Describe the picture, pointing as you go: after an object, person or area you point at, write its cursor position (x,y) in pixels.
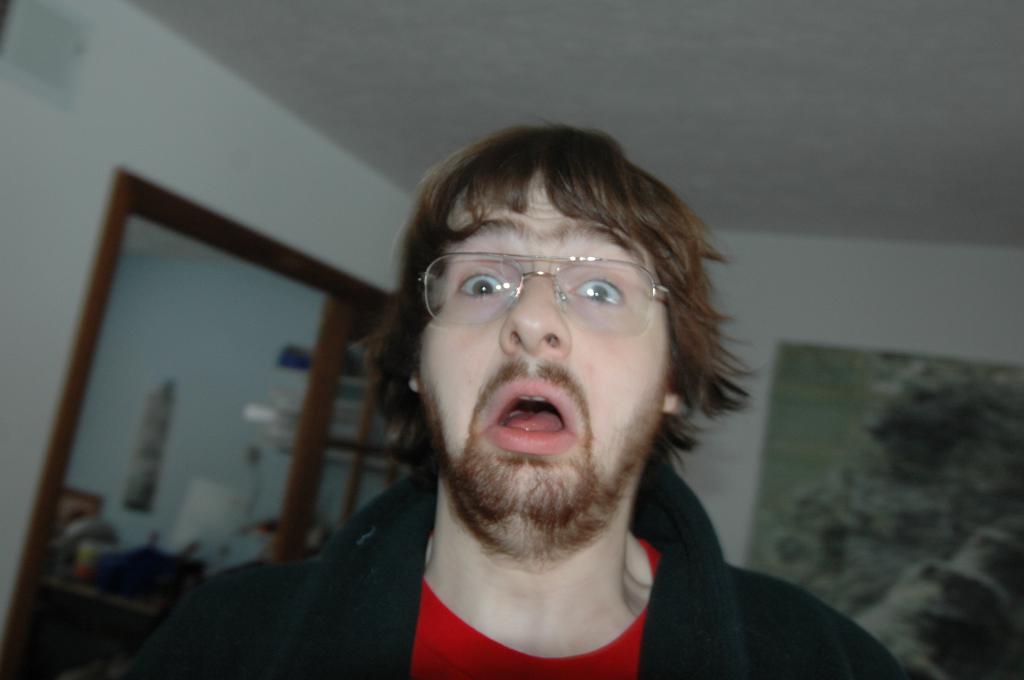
In this image there is a man (655,531) standing in room (179,468) is giving shocked expressions behind him there are so many things (886,577).
